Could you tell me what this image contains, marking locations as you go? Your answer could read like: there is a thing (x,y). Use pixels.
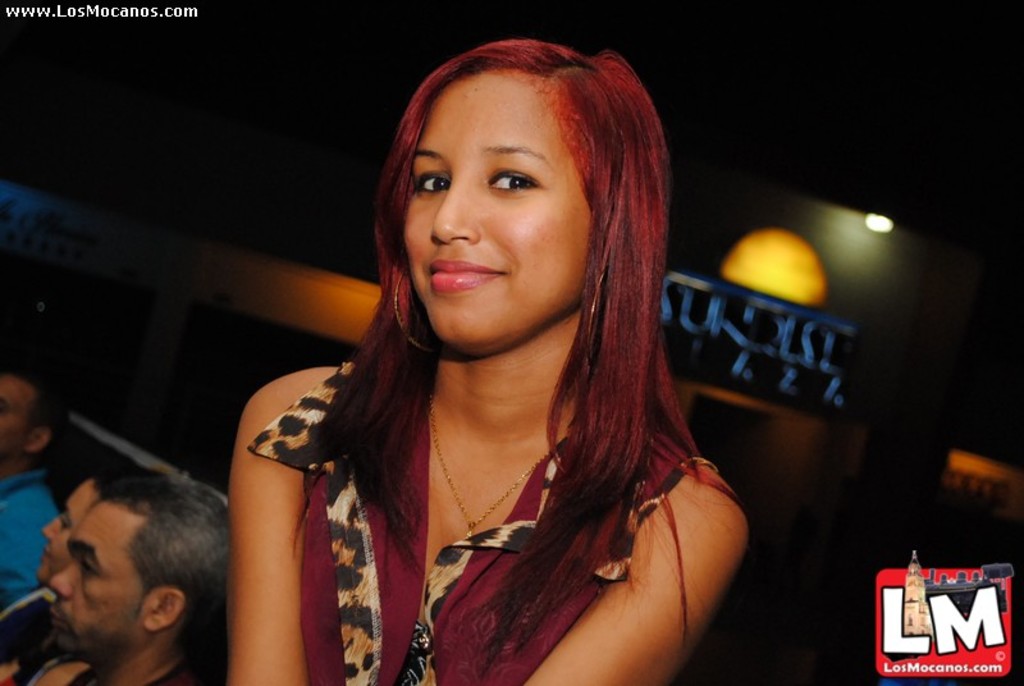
In this picture there is a girl (409,343) in the center of the image (535,340) and there are people (100,549) in the bottom left side of the image (53,622), it seems to be a poster (771,256) and a lamp (759,240) in the background area of the image (746,250).
